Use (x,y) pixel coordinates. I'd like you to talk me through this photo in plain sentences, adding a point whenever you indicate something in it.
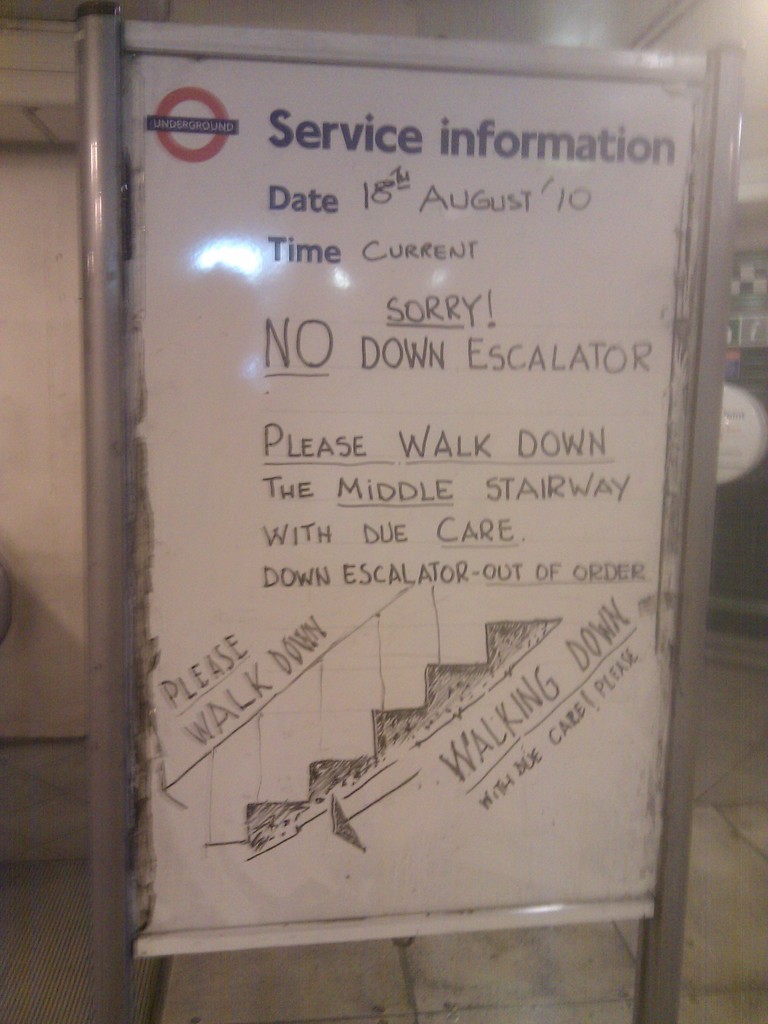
In this picture I can see in the middle (417,399) there is a board (505,646) with text (476,521) written on it.
